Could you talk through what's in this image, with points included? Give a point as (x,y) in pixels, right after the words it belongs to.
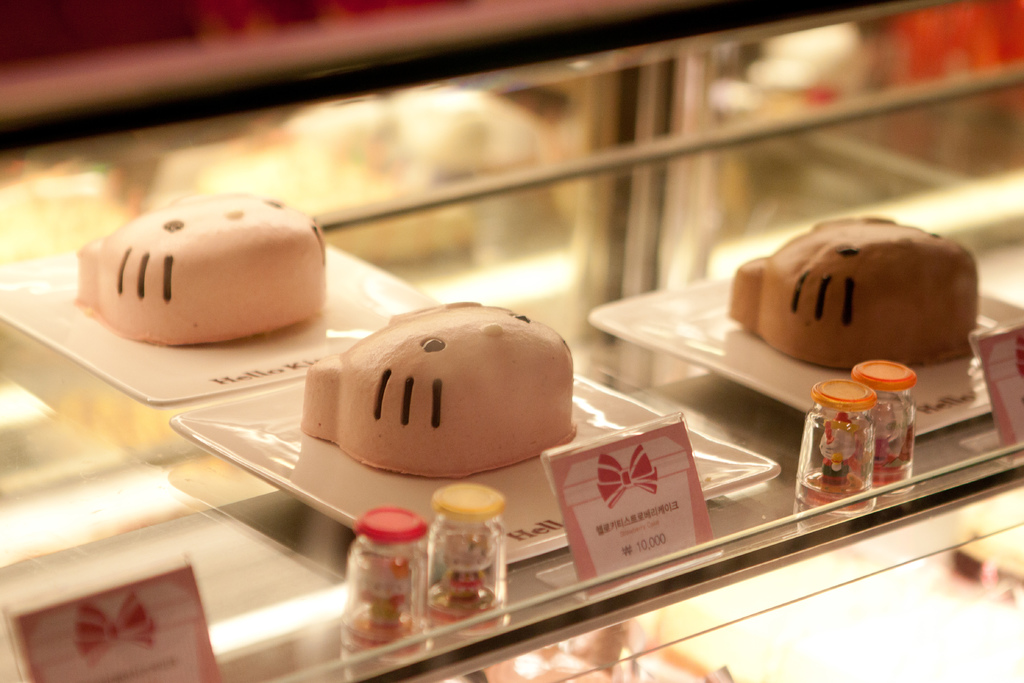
There is a glass rack (716,534). On that there are trays (309,335). On the trays (673,334) there are cakes (403,339) in the shape of cat face (448,312). Also there are some small bottles (482,529) and some price tags (594,488).
